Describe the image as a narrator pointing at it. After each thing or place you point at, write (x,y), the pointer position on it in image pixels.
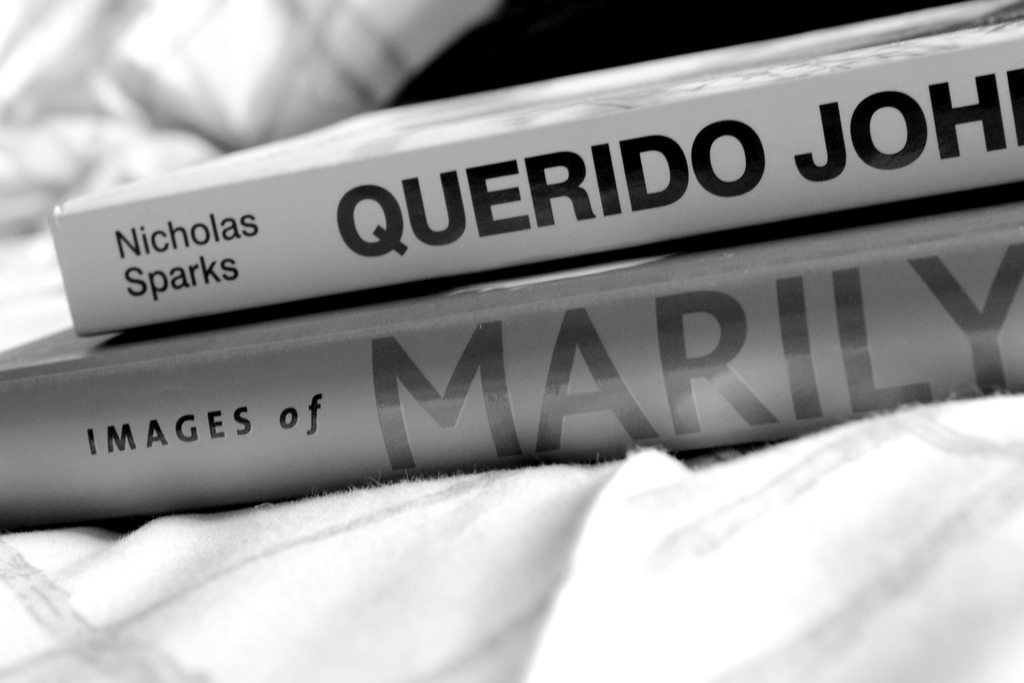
As we can see in the image there are books (583,308) and white color cloth (616,502). The background (240,7) is blurred.
